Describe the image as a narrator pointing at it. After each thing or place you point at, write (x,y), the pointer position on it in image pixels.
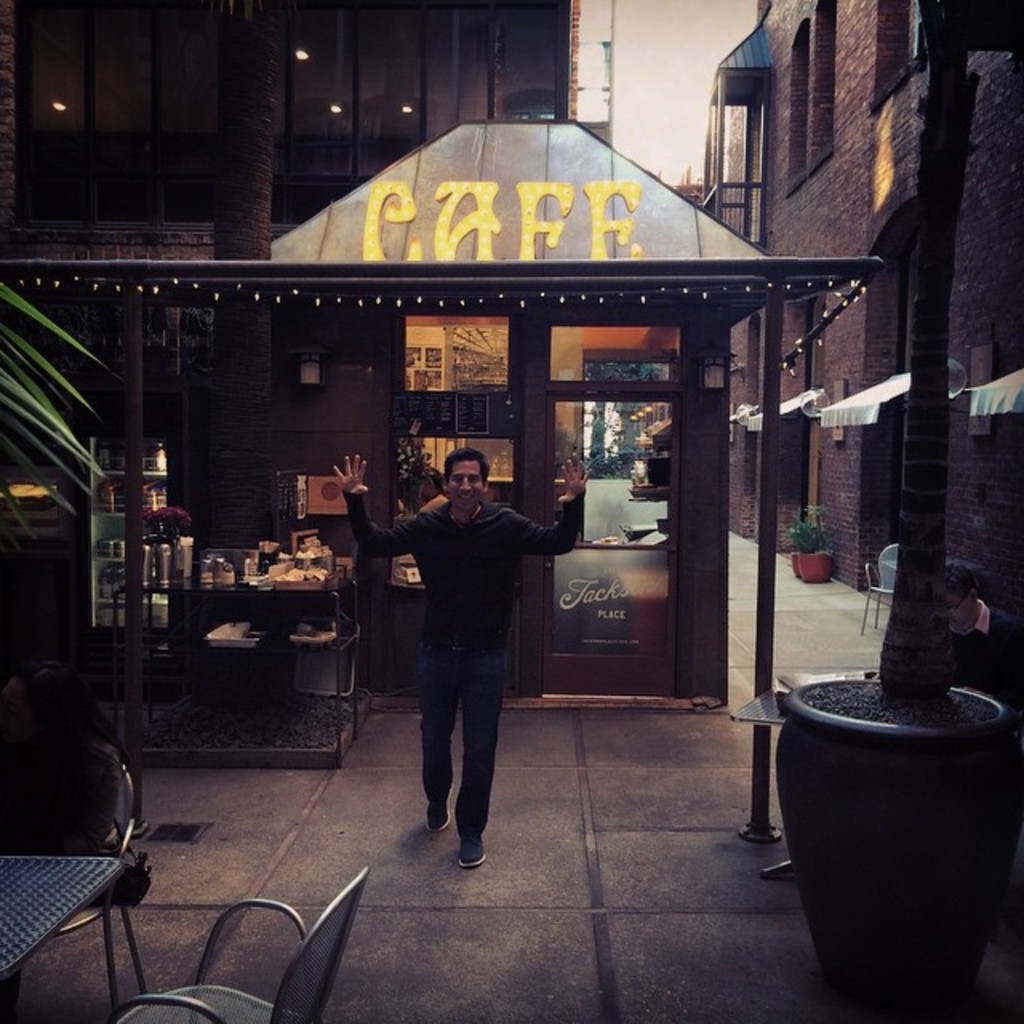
In this picture I can see a man (484,483) standing, there is a person (70,740) sitting, there are chairs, tables (325,683) and some other objects (838,771), there is a shop (526,509), refrigerator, there are plants (926,7) and in the background (91,166) there are buildings (44,72).
